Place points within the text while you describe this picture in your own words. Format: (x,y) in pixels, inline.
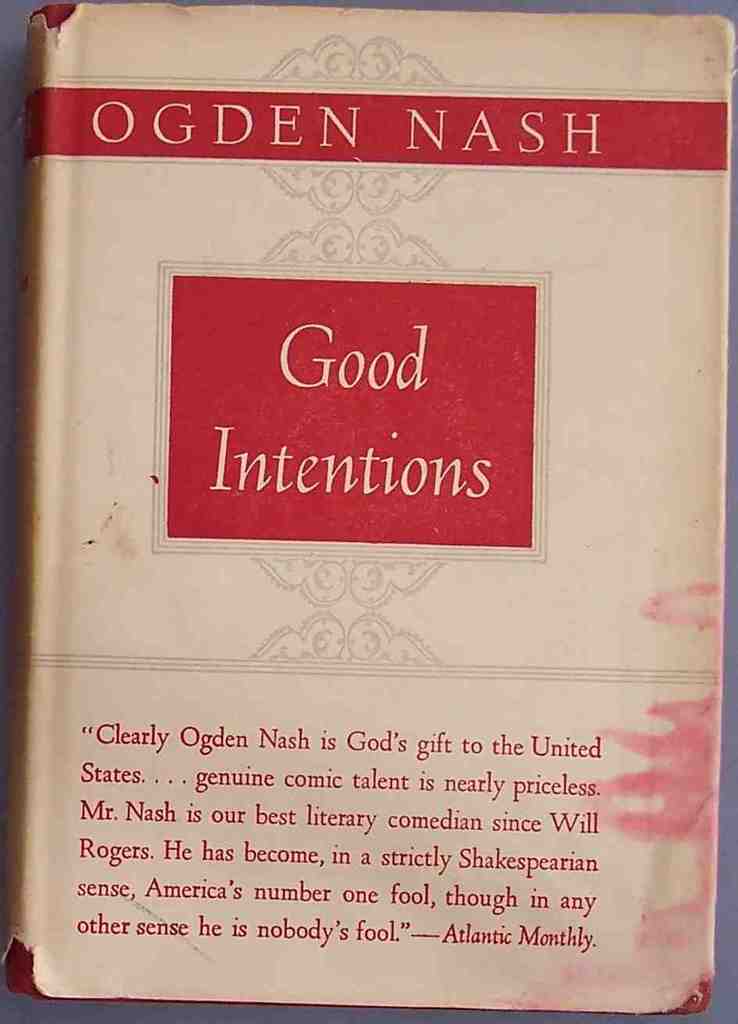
In this image we can see a book (379,521) which is placed on the surface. We can also see some text (574,903) on it.
